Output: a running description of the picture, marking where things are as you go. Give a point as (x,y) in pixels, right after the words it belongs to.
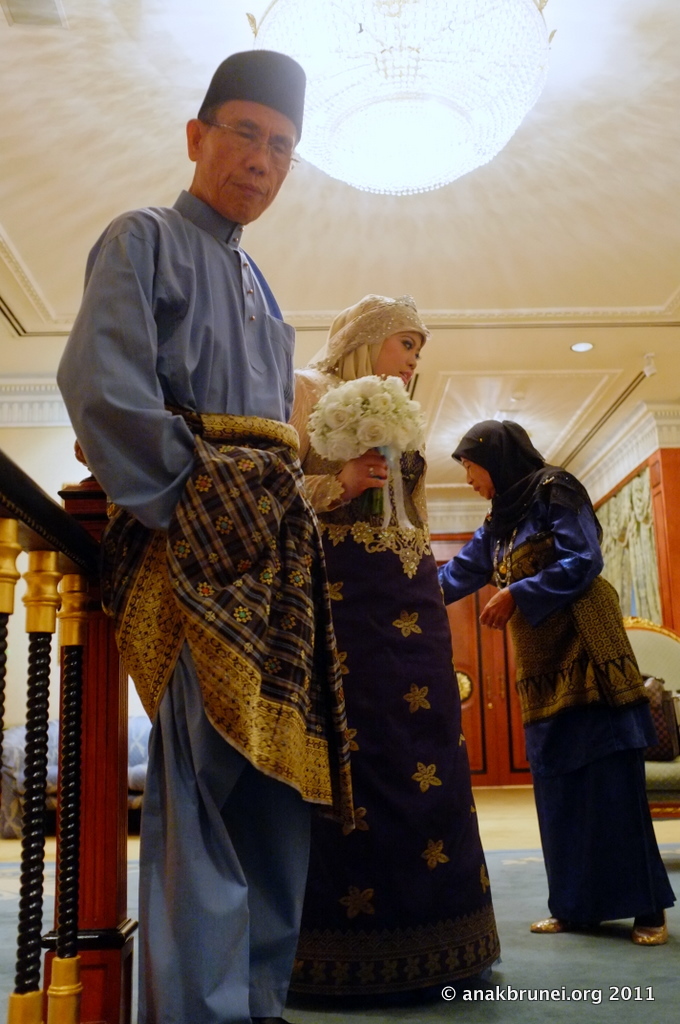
In this picture we can see three people (347,686) on the floor (499,836) and in the background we can see a wall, roof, lights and some objects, in the bottom right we can see some text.
